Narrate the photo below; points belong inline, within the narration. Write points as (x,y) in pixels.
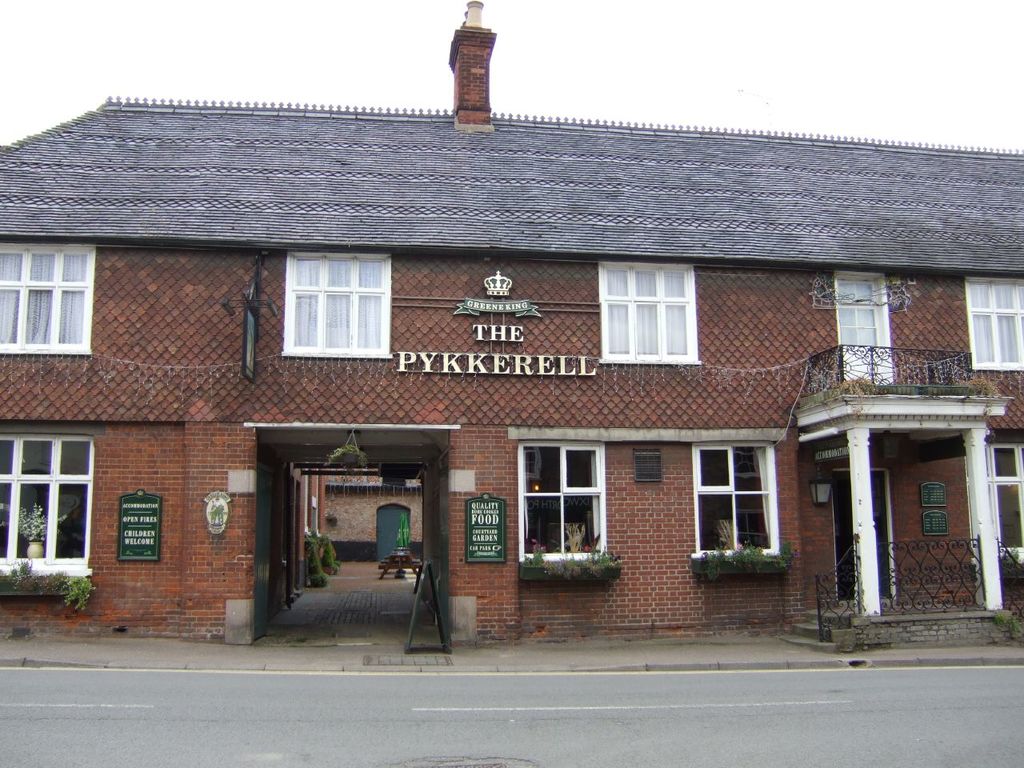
At the bottom of this image (698,739), there is a road (778,717). In the background (167,312), there is a building (159,335), which is having windows (14,260) and a roof (341,152) and there are clouds (142,15) in the sky (134,9).
